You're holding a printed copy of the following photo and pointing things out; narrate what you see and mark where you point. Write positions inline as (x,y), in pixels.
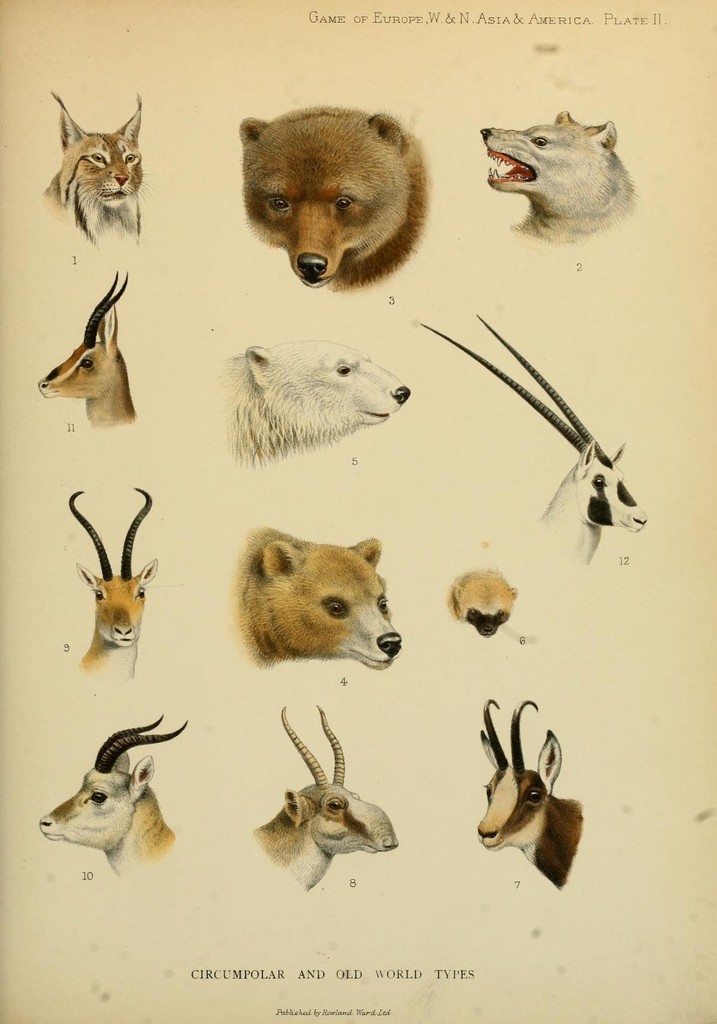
In the image there are images (111,604) of various animal heads (303,581) on the paper (534,286), that includes bear (355,158), deer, wild cat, wild goat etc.
